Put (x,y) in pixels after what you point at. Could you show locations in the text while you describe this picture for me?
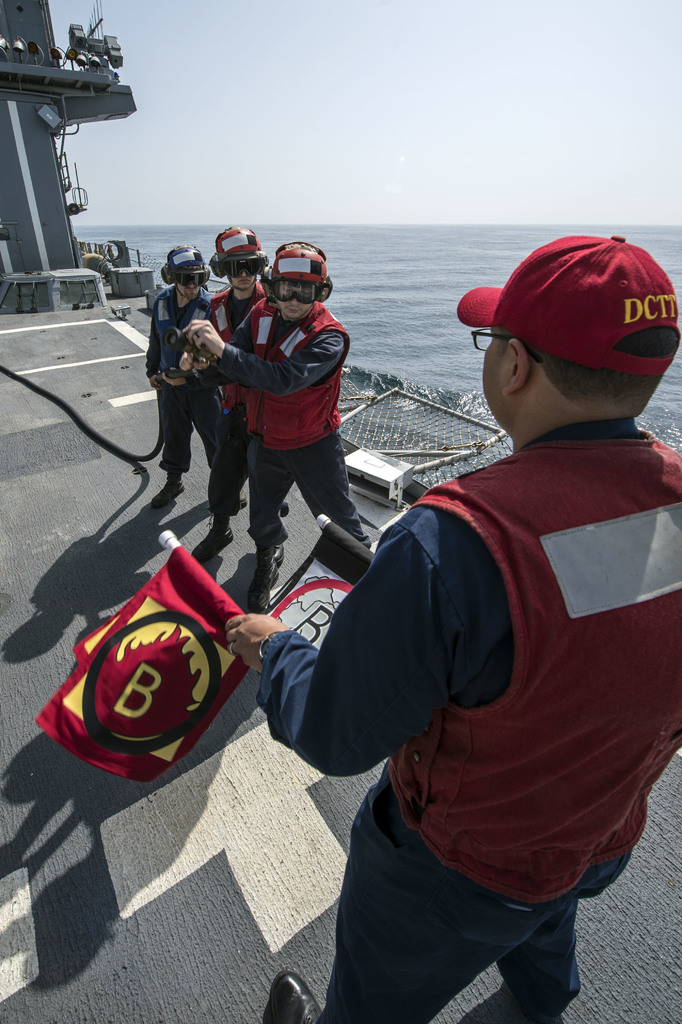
In this image we can see persons (258,468) standing on the floor (240,875). Of them some are holding pipeline (160,396) in their hands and one of them is holding flags (216,622) in the hands (240,642). In the background (278,161) we can see grills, sky (334,183) and water (410,281).
